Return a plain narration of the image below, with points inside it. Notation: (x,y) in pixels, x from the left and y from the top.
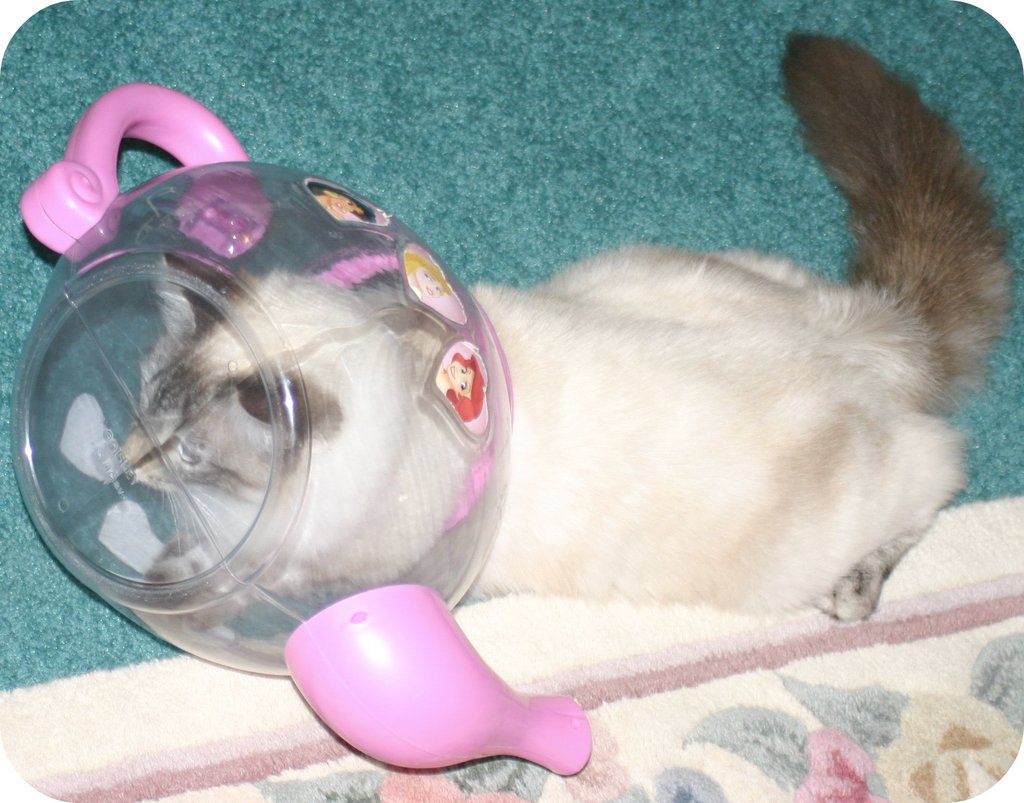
This picture shows a cat (674,522) and we see a plastic jar (267,460) its head (172,451). The cat (463,458) is white and black in color and we see carpets (11,655).
